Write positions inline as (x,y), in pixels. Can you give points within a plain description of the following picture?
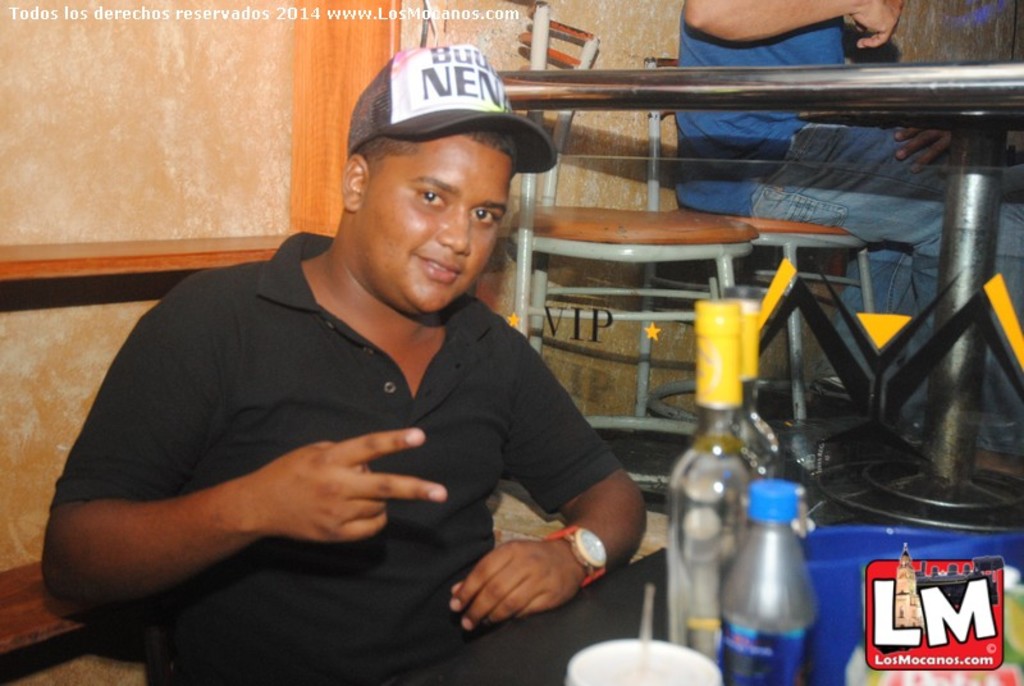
In the image we can see there is a person (427,327) who is sitting and on table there are wine bottles (745,472), juice bottle (763,571) and a cup (649,661).
